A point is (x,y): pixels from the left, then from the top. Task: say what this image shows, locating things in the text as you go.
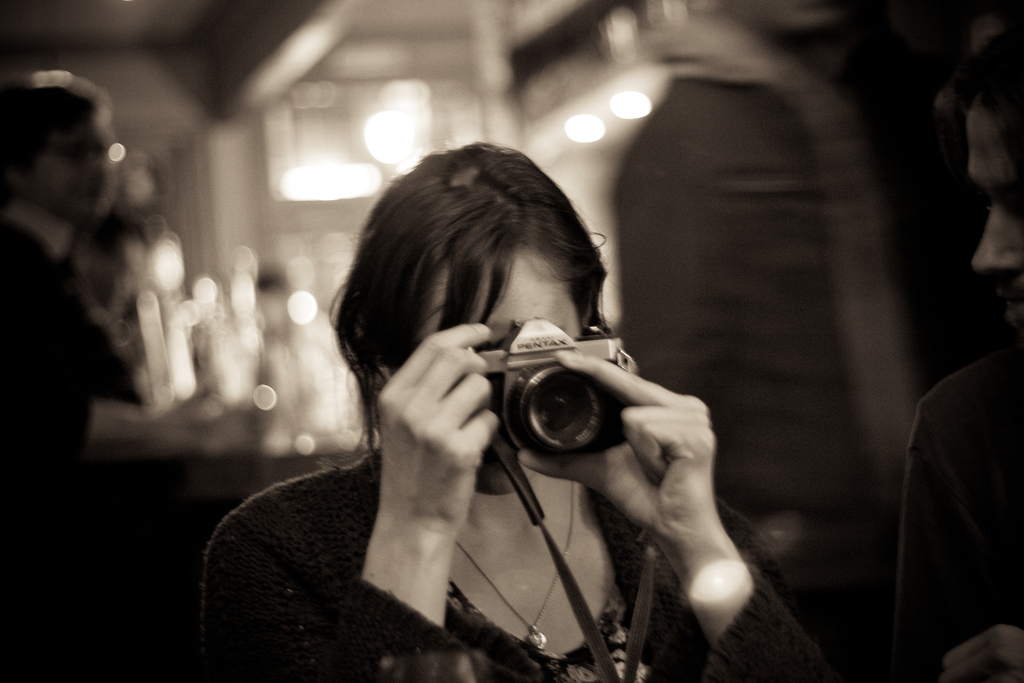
In this picture there is a lady (376,286) who is standing at the center of the image (408,437), by holding a camera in her hands (448,416), there is a person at the right side of the image (836,276) and there are other people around the area of the image.
